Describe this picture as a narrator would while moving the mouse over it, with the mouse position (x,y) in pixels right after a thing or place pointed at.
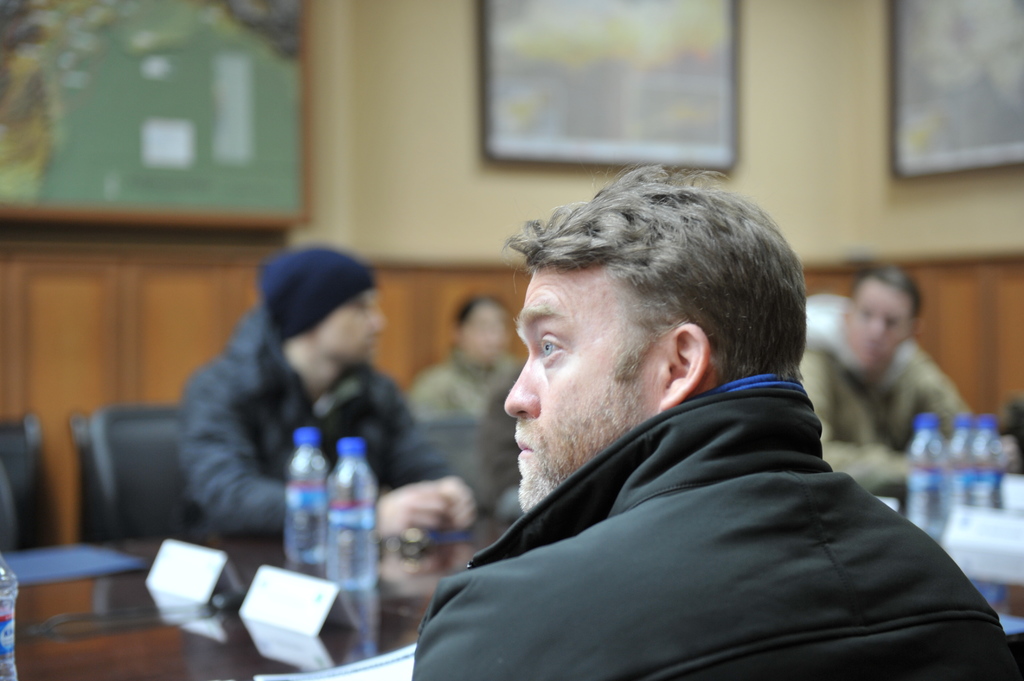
In this image i can see few people (545,436) sitting in front of a table (201,633), on the table (276,540) i can see few water bottles (363,496) and boards (209,579). In the background (393,132) i can see a wall (361,196), few photo frames (557,70) attached to it.
